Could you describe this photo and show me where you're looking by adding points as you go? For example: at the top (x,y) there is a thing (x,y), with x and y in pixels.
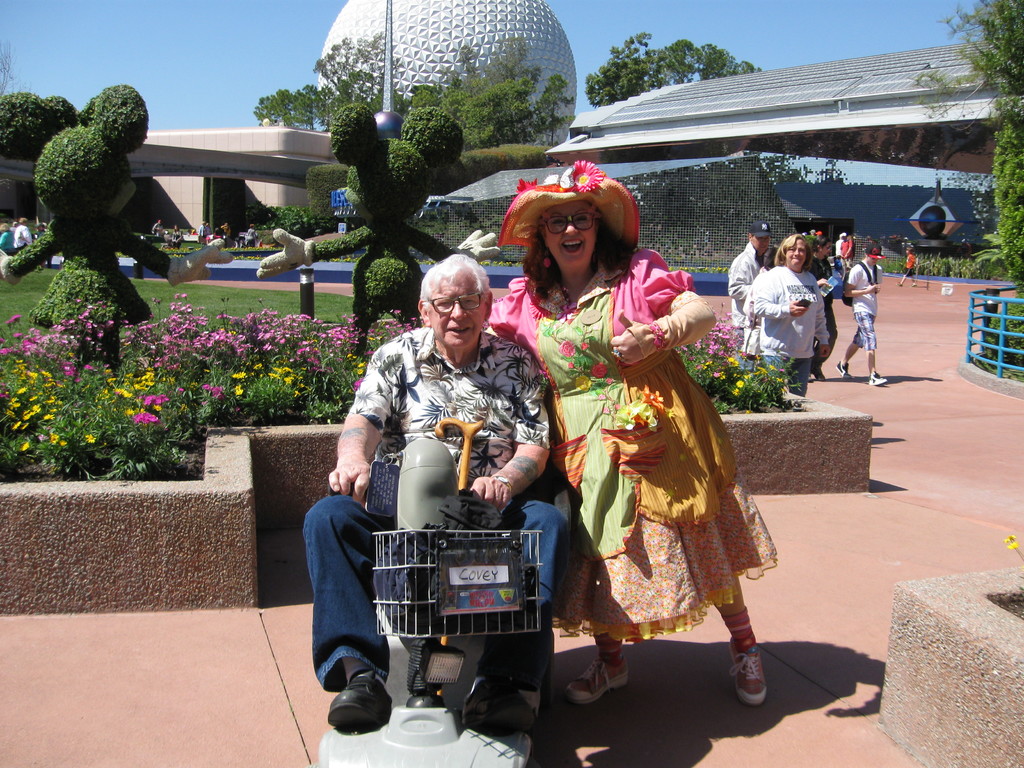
This picture consists of two persons (520,409), one person (541,425) sitting on vehicle (418,645), in the middle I can see there group of persons (804,348), bushes (318,178), plants (52,396) and flowers (238,327) and I can see a building (802,125) and at the top (82,53) i can see sky (94,56) and on the right side (1008,46) fence (1001,337) and trees (1015,278), I can see crowd of people (865,268), this picture is taken during the day in the garden (285,300).
